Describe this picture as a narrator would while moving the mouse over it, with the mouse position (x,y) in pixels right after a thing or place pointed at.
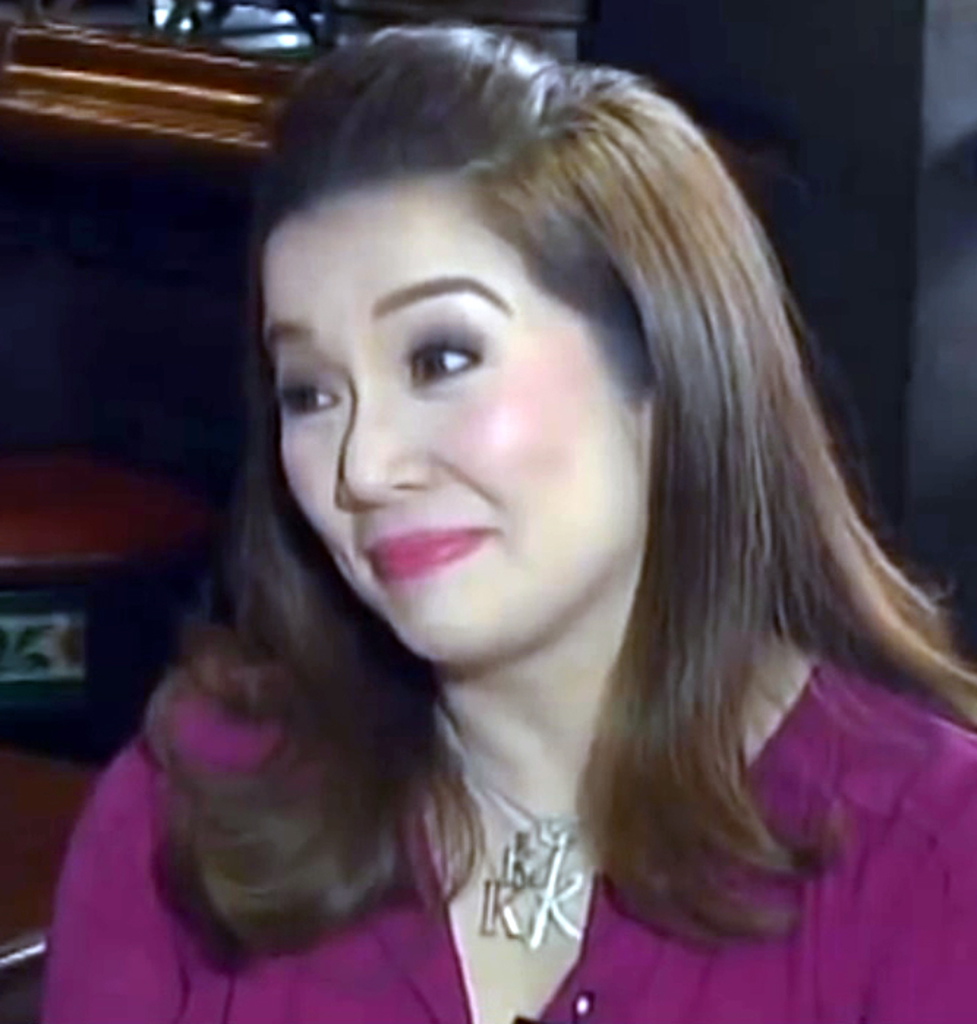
In this image we can see one woman (470,759) with a smiling face (484,243) in the middle of the image (483,438), one wooden object (40,914) looks like a table (33,885) on the bottom left side of the image (33,885), some objects (247,6) in the background (945,181) and the background (948,462) is dark.
